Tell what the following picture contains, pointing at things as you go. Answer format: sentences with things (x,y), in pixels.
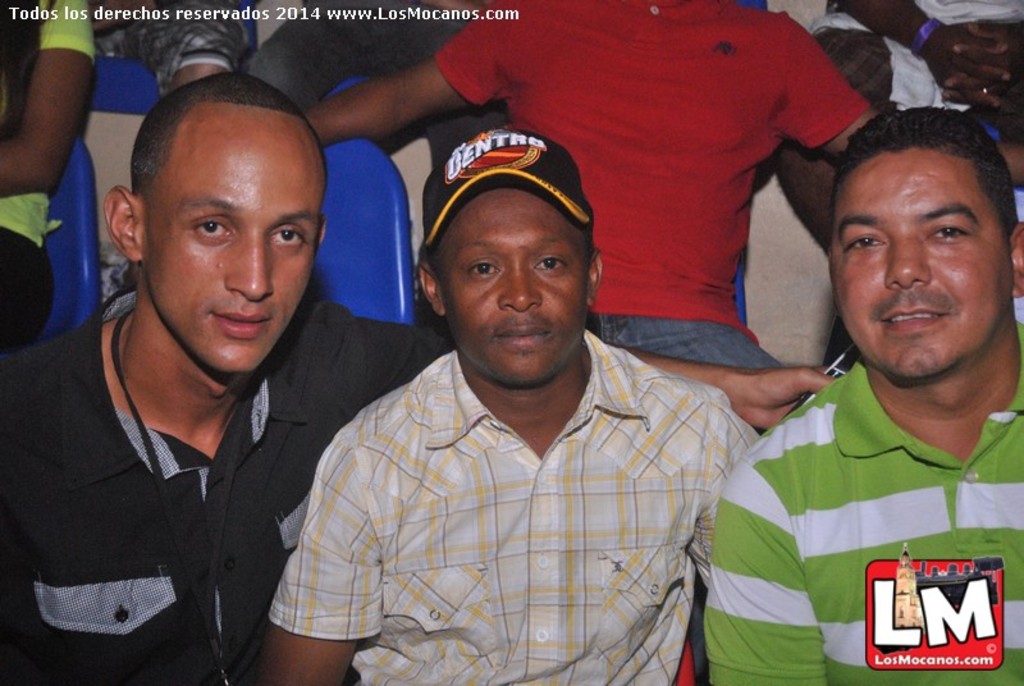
In this picture, there are three men (590,480) sitting on the chairs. Towards the left (86,480), there is a man (151,487) wearing black shirt (213,481). In the center (612,409), there is another man (489,434) wearing check shirt (526,447) and a cap (506,164). Towards the right (792,554), there is a man (854,420) in striped shirt (862,501). At the top (624,92), there is another man (603,93) wearing red t shirt (687,77). In the background (78,110), there are people (966,87).
